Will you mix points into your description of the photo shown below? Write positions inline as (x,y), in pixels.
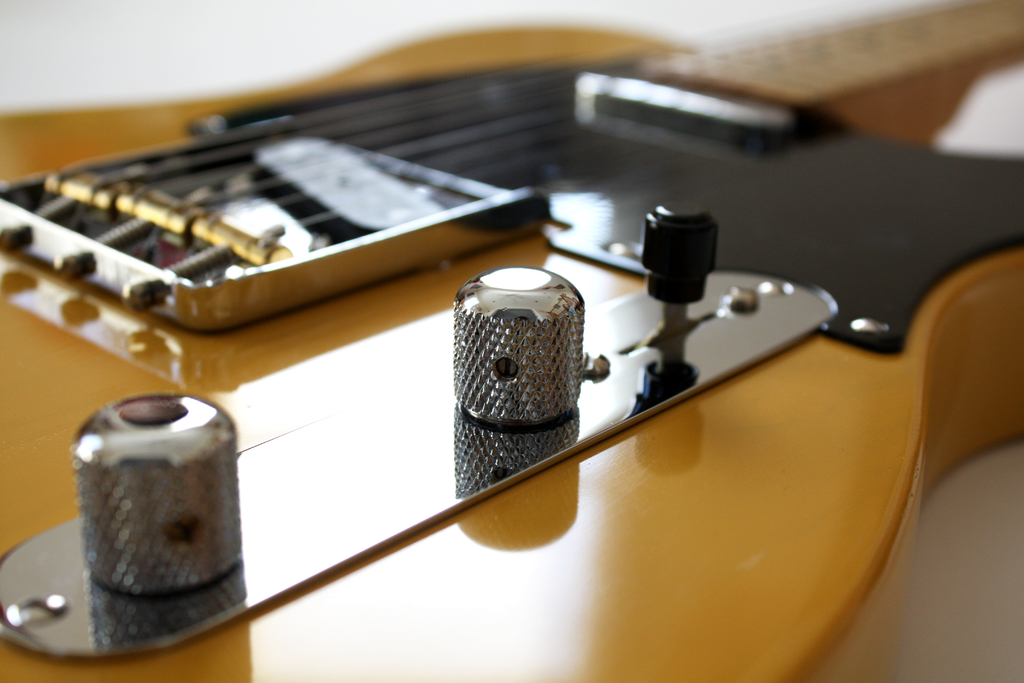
In this picture we can see a brown color guitar (804,214) with screws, strings (488,116) on it and on left side (103,194) we have three screws (123,228) where this strings (265,162) are attached.
